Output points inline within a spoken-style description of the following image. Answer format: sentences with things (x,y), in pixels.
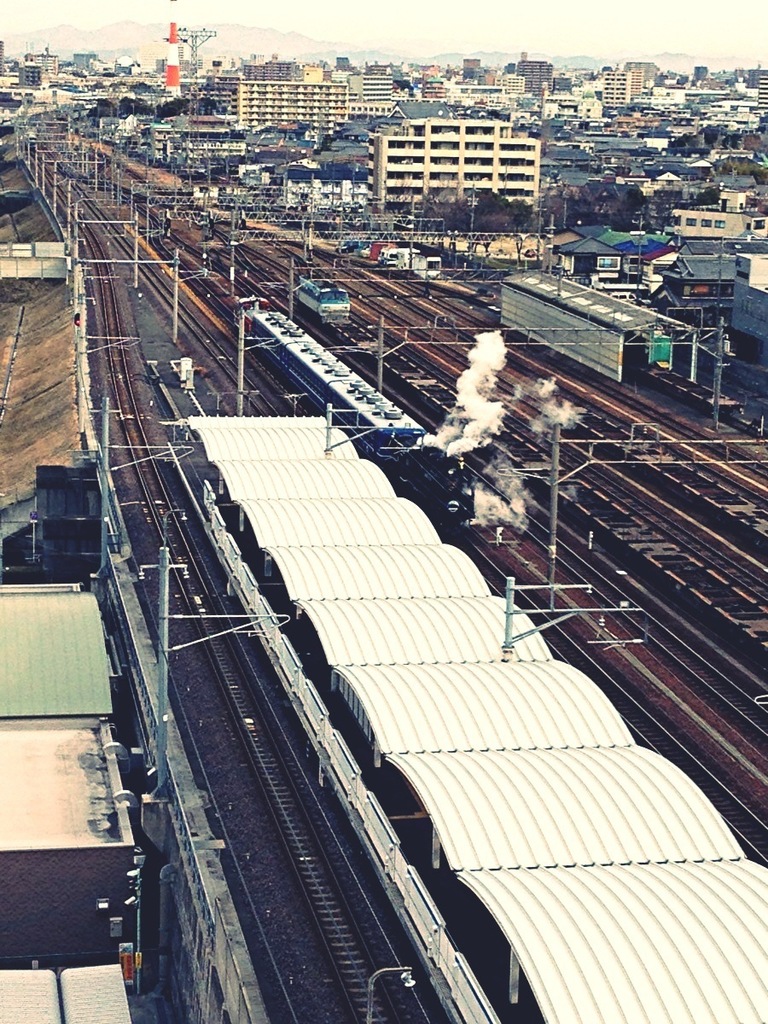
In the bottom right corner of the image (606,939) we can see a roof (383,549). Behind the roof (330,457) there are some poles (237,235), wires (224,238), tracks (261,278) and locomotives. At the top of the image (424,203) we can see some buildings (645,257) and trees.
